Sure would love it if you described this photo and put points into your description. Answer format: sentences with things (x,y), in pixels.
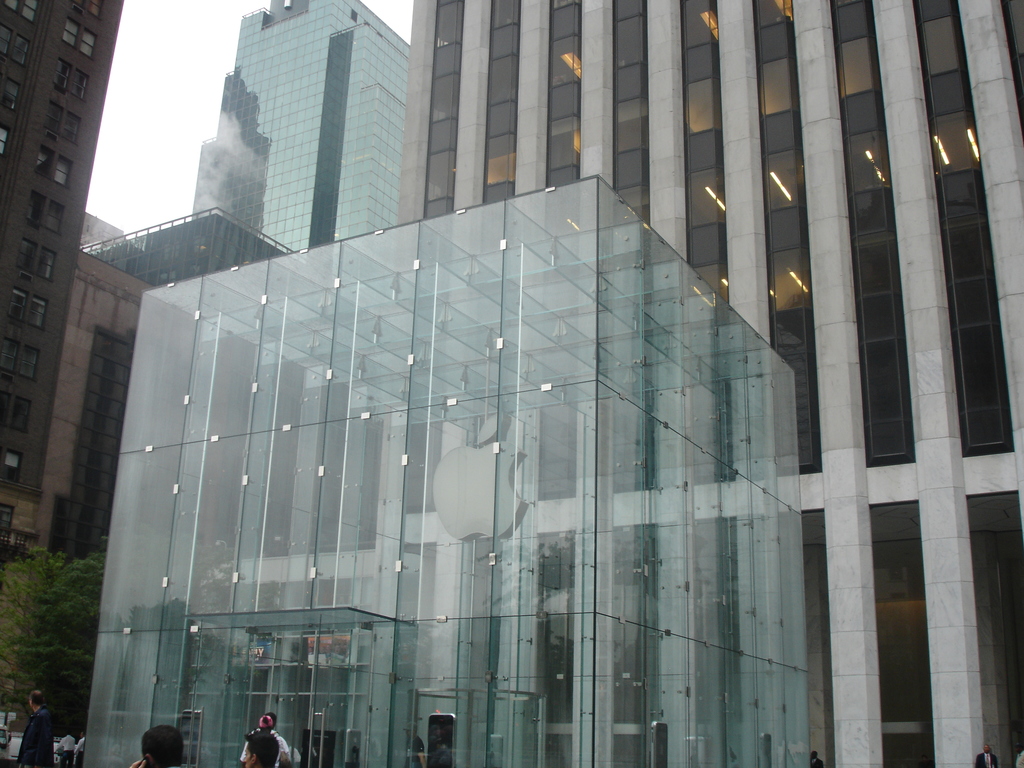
These are the skyscrapers (369,135) and the buildings (392,138) with the glass doors (212,736). This looks like an apple logo (472,482), which is inside the building (315,576). Here is a tree (74,636). At the bottom of the image (31,718), I can see few people (164,742) standing.
